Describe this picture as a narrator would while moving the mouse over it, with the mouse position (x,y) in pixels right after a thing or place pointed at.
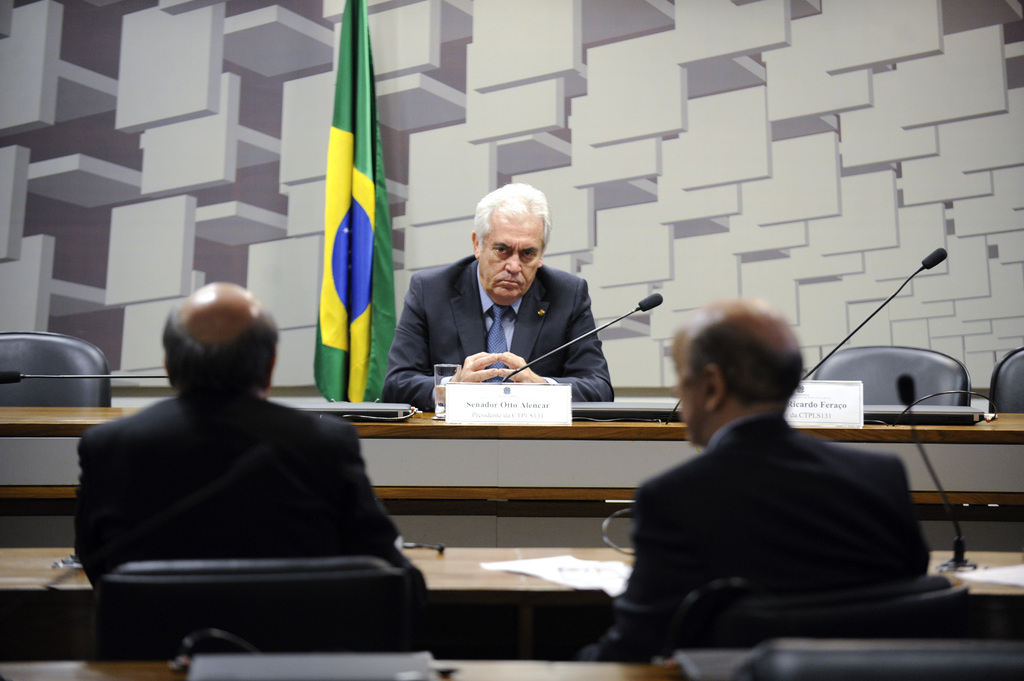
As we can see in the image there are three persons (254,461) wearing black color jackets (408,375). There are chairs (746,633), tables (157,668), papers (581,561), mics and a flag (348,235).
